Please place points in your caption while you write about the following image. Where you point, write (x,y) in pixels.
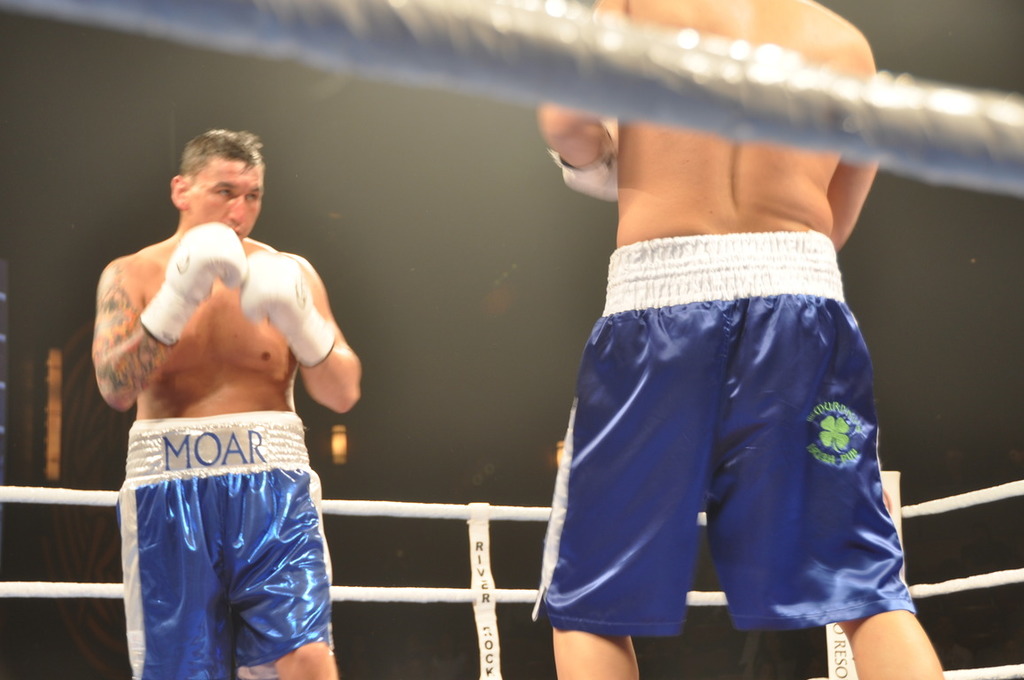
There are two boxers (194,415) boxing inside the stage (397,563) there is a fencing (829,120) around them, both of them are wearing blue shorts (725,425) and white gloves (239,244).
